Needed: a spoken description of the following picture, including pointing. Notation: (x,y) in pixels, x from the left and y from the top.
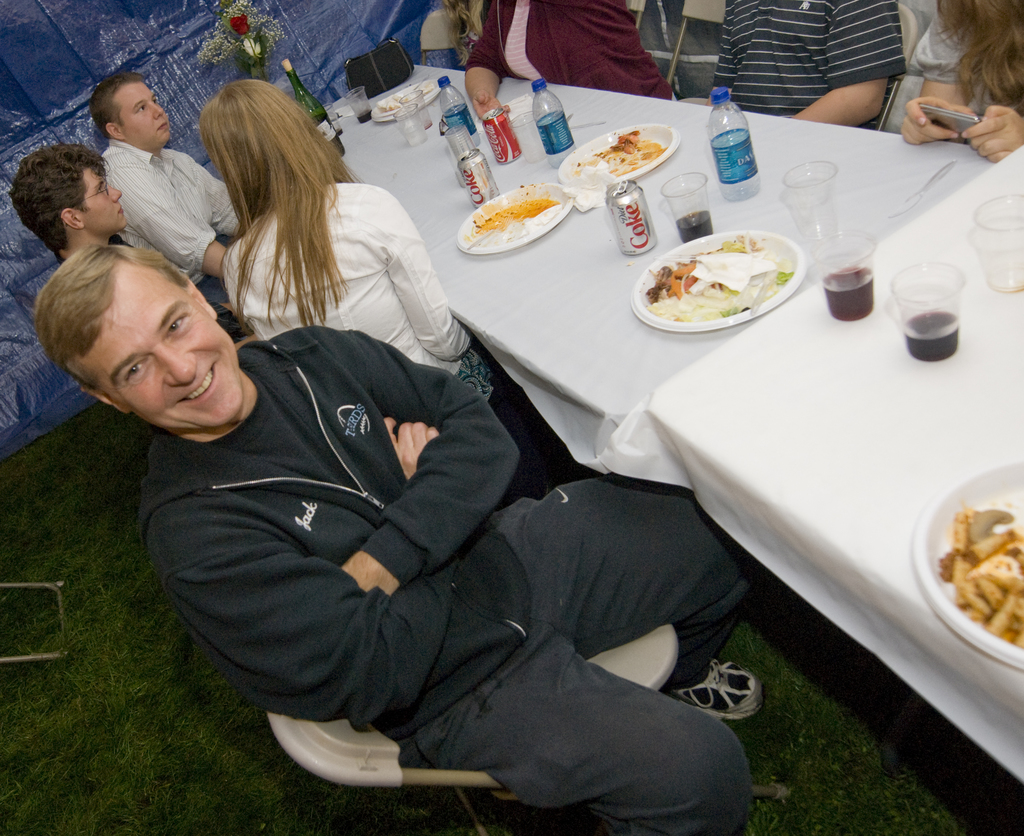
In the middle of the image (582,346) there is a table (661,345), On the table (632,274) there is a plate (717,241) and glass (692,193) and there is a water bottle (734,136) and there is a tin (619,183). Bottom left side of the image (295,718) few people (68,315) are sitting. Top right side of the image (905,136) few people (976,141) are sitting on a chairs (912,52). Bottom left side of the image (172,613) there is grass (2,786).
